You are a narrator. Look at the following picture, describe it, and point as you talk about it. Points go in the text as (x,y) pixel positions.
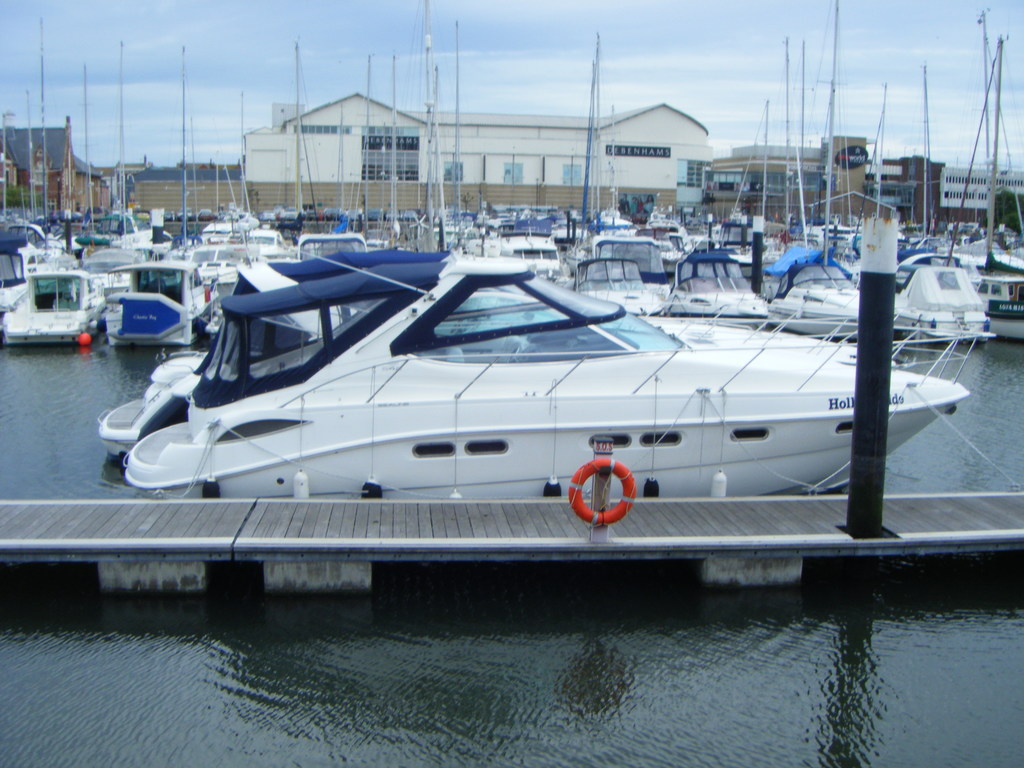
At the bottom (317,579) we can see a platform (335,576) on the water (601,594) and there is a swimming ring (602,519) attached to a pole (603,501) and we can see a metal pole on the platform (813,520). In the background (624,293) we can see boats (313,293) on the water (1008,702), poles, buildings (489,139), name boards (372,141), trees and clouds (769,13) in the sky (700,69).
